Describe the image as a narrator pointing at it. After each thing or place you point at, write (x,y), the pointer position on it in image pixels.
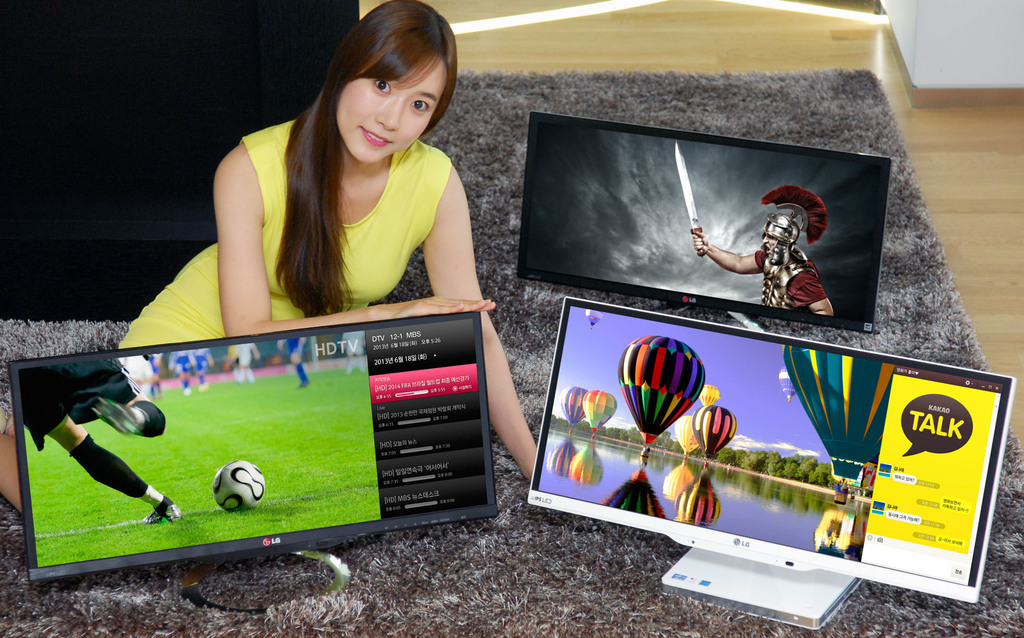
In the picture I can see a woman (309,233) wearing a yellow color dress (383,257) is lying on the carpet (534,395) which is placed on the wooden floor (610,52). Here we can see three monitors (725,435) in which something is displayed.
